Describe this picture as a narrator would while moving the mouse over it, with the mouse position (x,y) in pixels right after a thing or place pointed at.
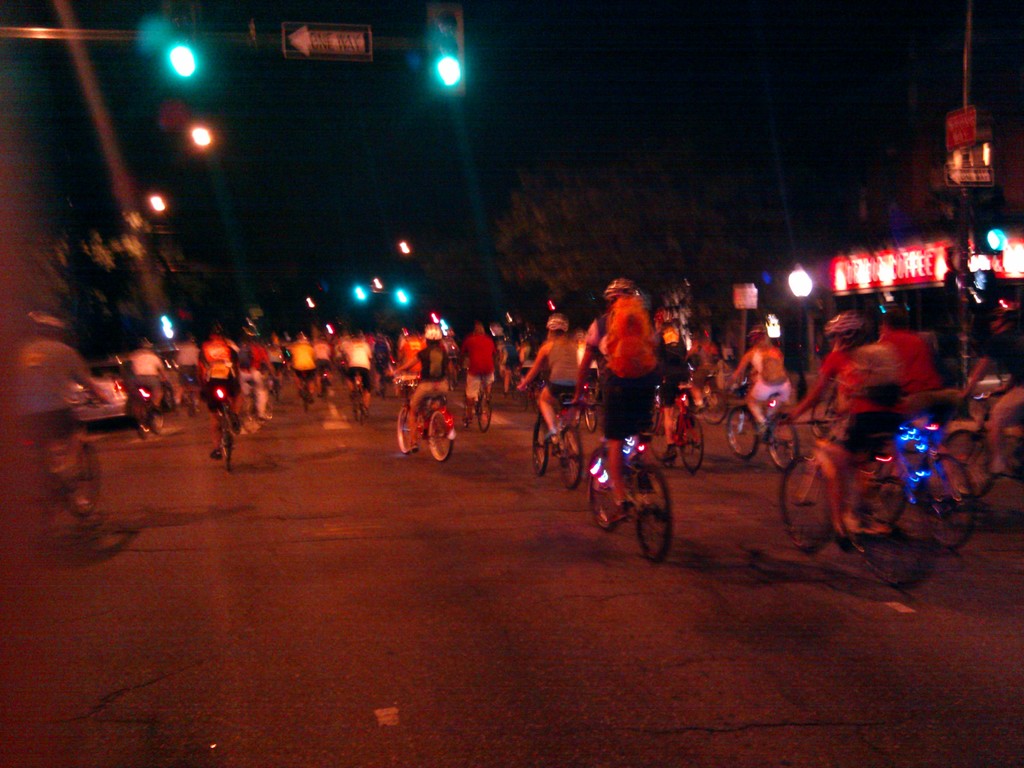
In this image, we can see people (169,409) riding bicycles (654,471) on the road (594,666). In the background (573,255), there are lights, boards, trees (722,305), poles (969,299) and a dark view.
